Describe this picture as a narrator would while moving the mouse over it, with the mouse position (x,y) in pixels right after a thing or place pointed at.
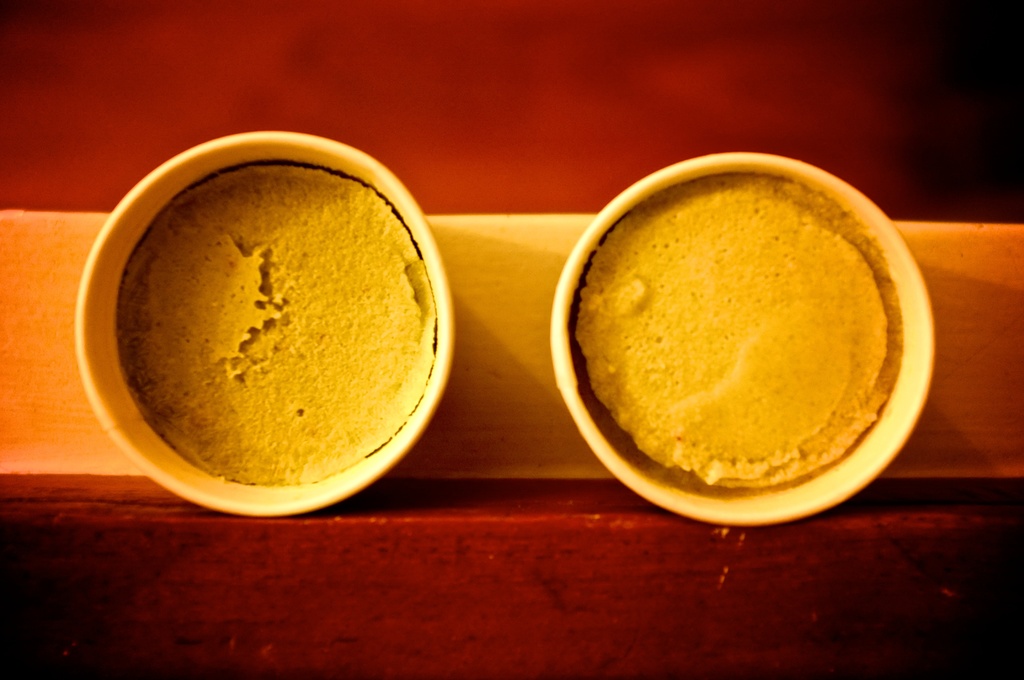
In this image I can see two cups (303,149) having some food item (346,340) in it. These are placed on a table (505,247).
